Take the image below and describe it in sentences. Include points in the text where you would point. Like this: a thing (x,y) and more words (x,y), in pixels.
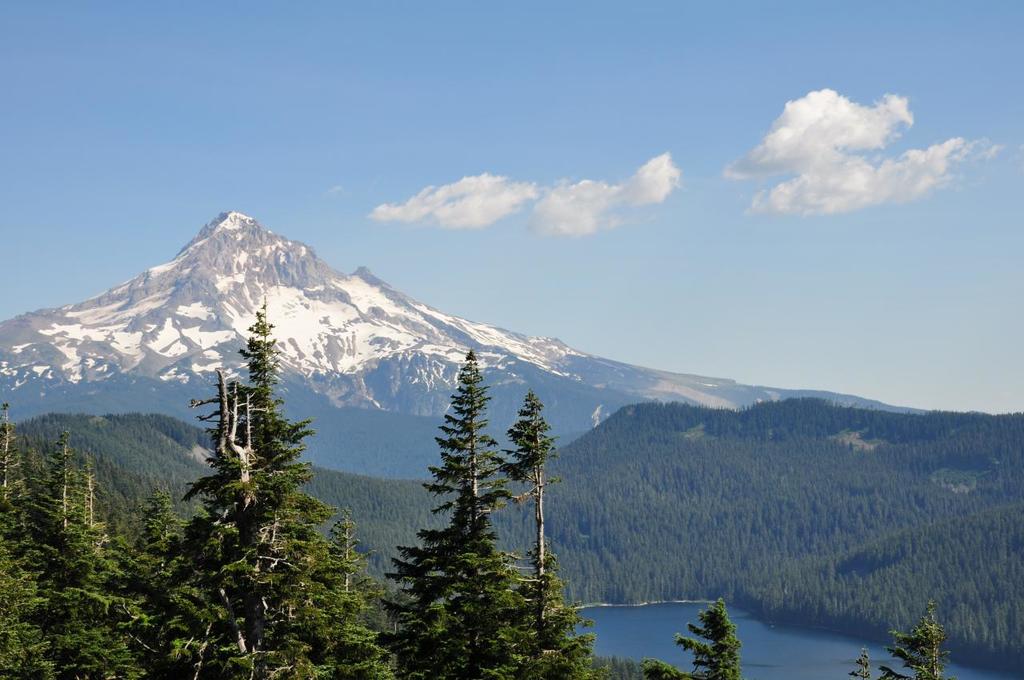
In this picture we can see trees (119,505), water (844,641), mountains (521,357) and in the background (857,379) we can see the sky (563,146) with clouds (800,172).
